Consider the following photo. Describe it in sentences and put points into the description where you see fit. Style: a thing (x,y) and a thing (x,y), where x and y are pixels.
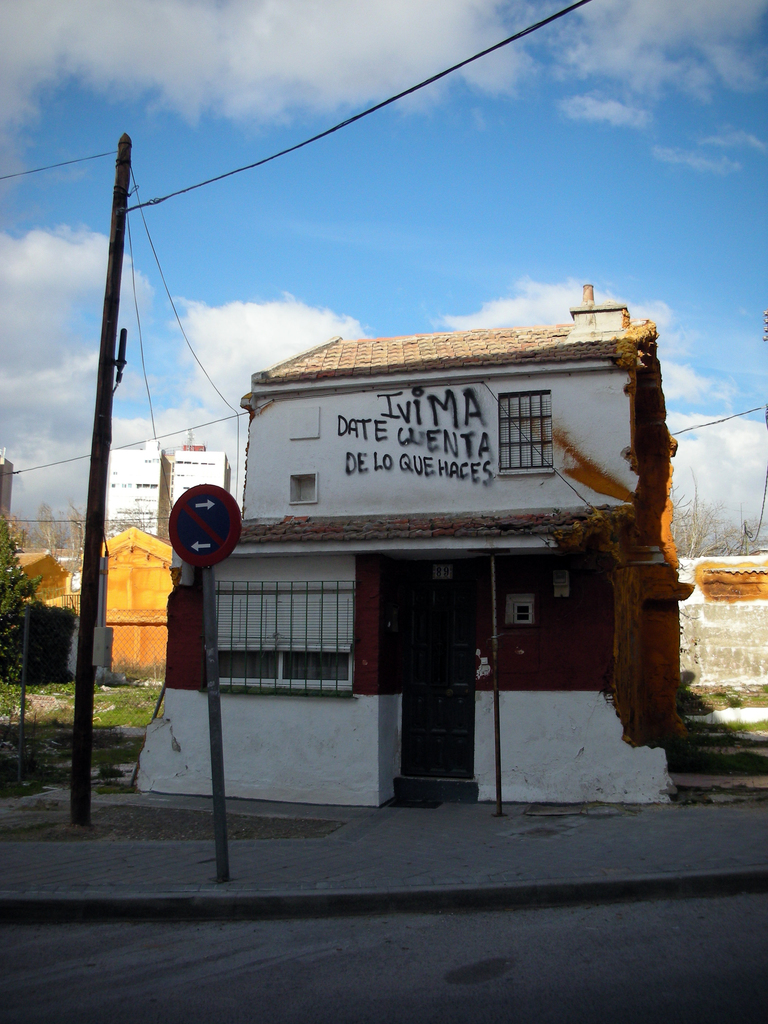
In the middle (455,493) there is a house (483,695), on the left side (218,773) there is a pole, at the top (497,178) it is the sky (493,176).
